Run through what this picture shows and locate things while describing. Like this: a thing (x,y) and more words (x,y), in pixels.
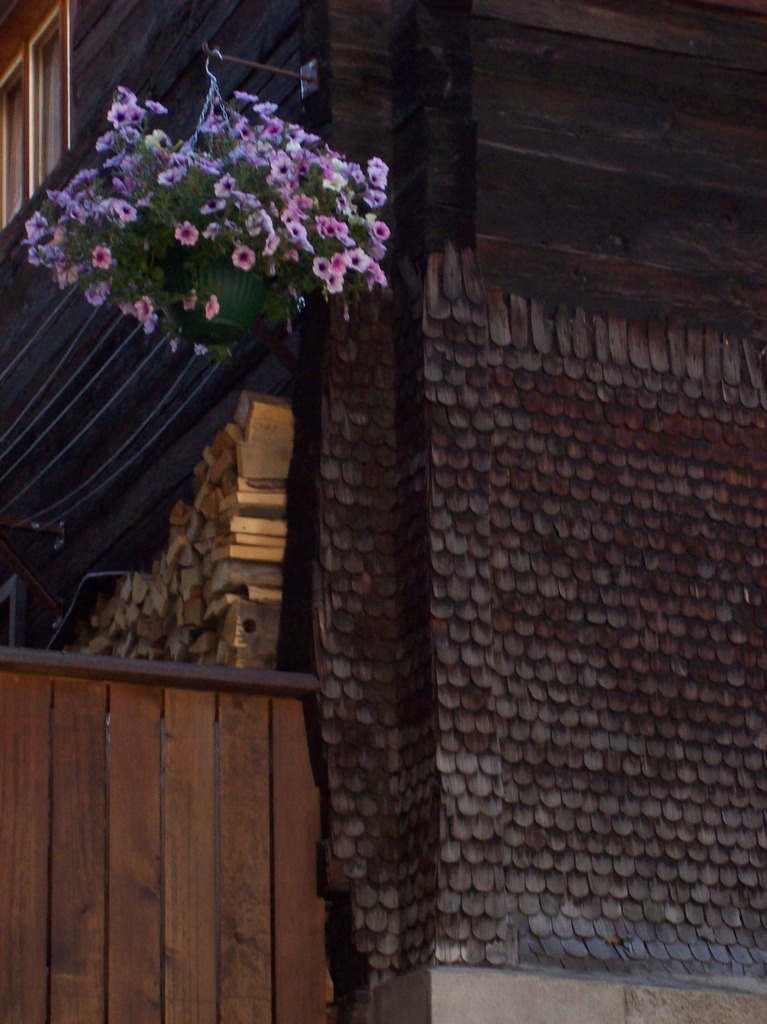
In this image I can see flower plant (148,194), window (15,74), buildings (419,113), wooden fence (88,832), wooden logs (216,653) and chains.
